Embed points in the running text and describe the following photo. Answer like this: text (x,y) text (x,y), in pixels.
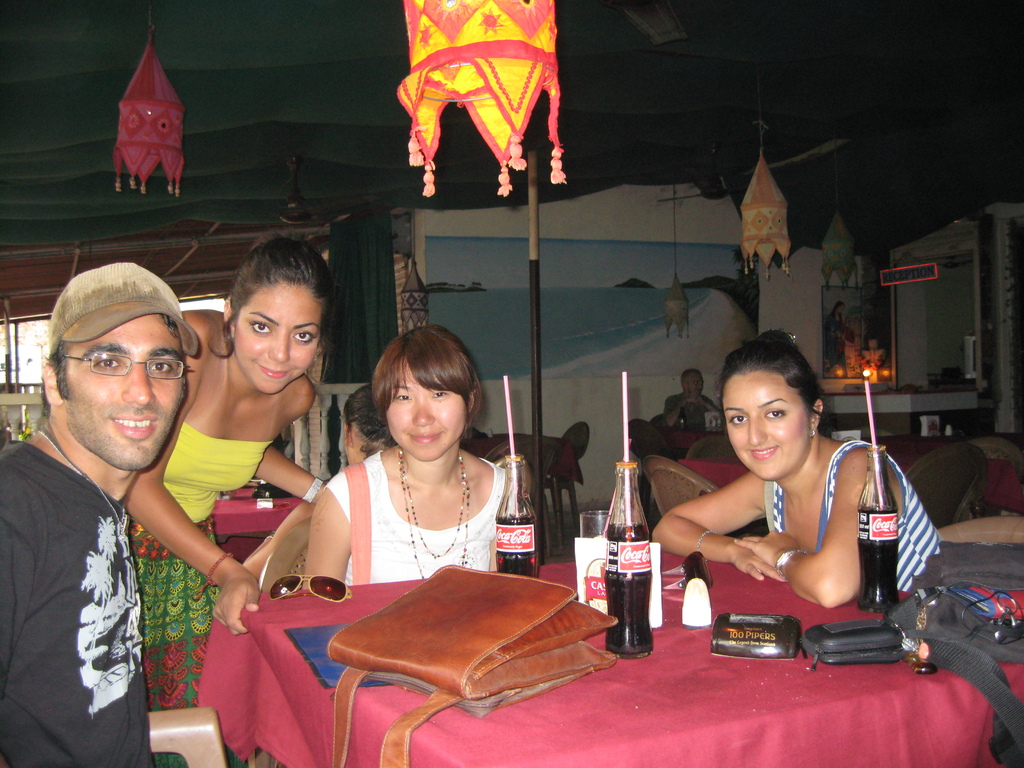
In the image the situation looks like it is a party, the image is captured inside a restaurant (592,547) in front of the table (544,569) there are total four people (16,629) posing for the photo, on the table (676,642) there are cokes (640,498), a bag (502,609), goggles (327,582) behind them there is a wall (601,343), to the left side (340,288) there is a green color curtain (382,270) and also few other tables (222,528).
